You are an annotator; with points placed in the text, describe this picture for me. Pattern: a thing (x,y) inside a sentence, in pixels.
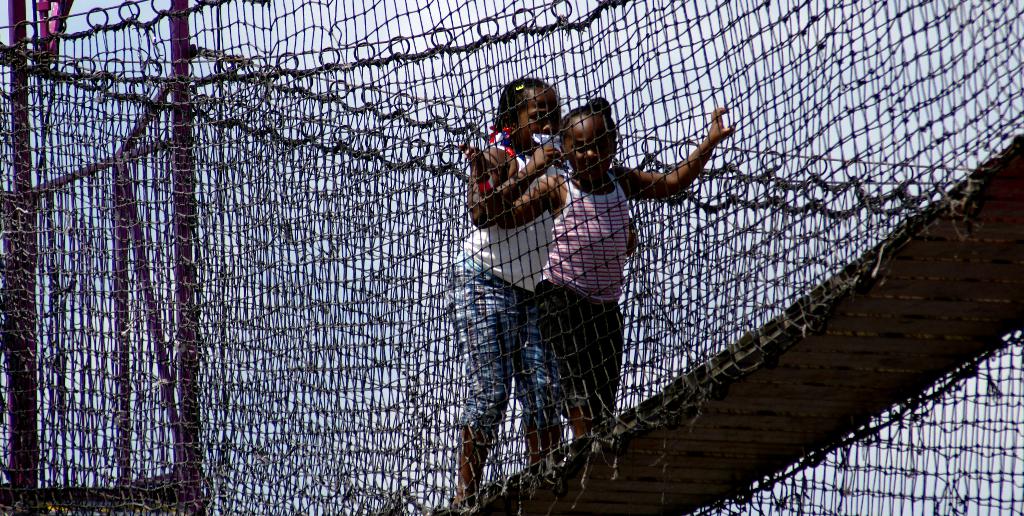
In this image we can see two girls (570,241) standing on an object (883,394), which looks like a bridge (728,398) and holding the fence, there are some poles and also we can see the sky (440,83).
